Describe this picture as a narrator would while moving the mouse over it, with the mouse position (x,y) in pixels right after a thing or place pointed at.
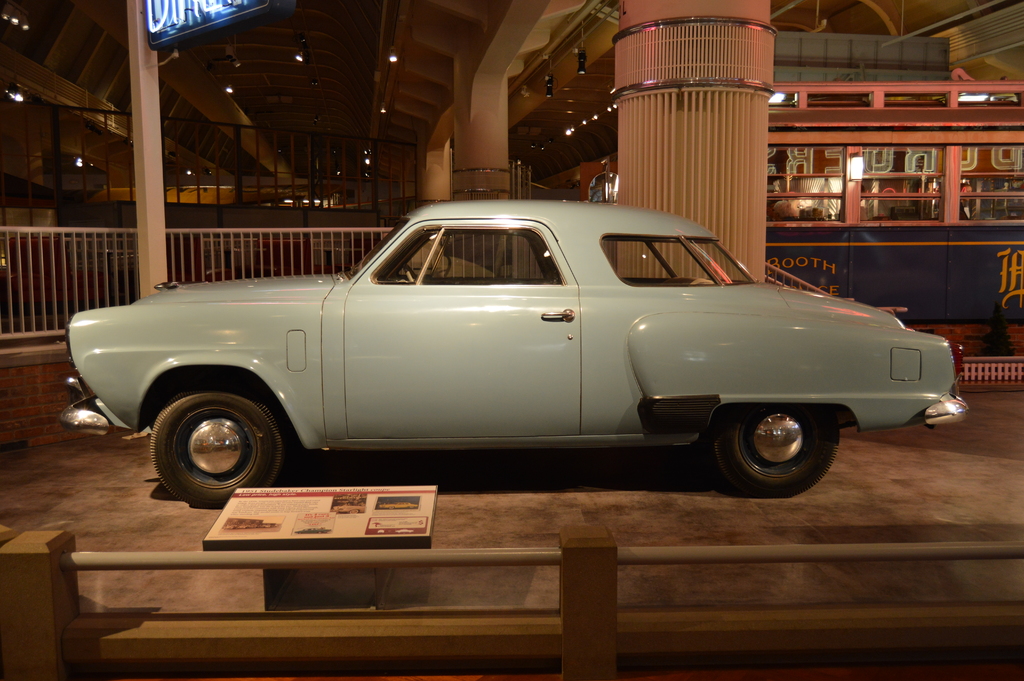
In the center of the image (443,275) there is a car (533,411). At the bottom (222,659) we can see a fence (1009,639) and a board (331,545). In the background (796,252) there is a bus (871,215), pillars (657,120) and a grill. At the top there are lights (18,22).
